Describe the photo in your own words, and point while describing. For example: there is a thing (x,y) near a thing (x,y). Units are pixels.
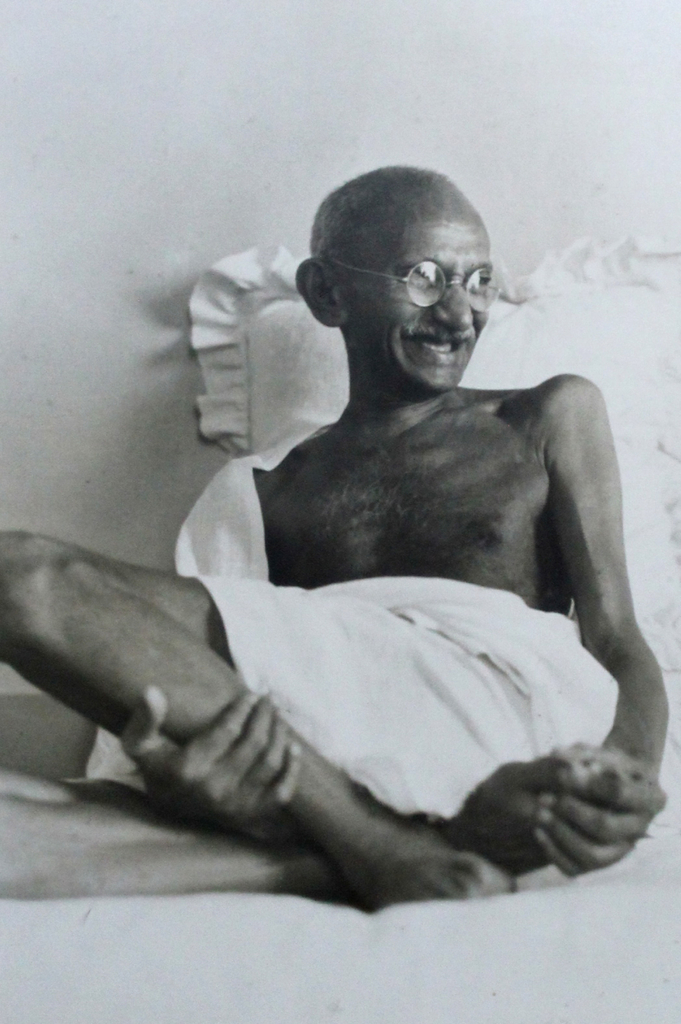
It is a black and white image. In this image we can see a person (374,275) wearing the glasses (414,301) and smiling. In the background (228,390) we can see the wall (510,260) and also the pillow (645,346). We can also see the bed (360,984).
